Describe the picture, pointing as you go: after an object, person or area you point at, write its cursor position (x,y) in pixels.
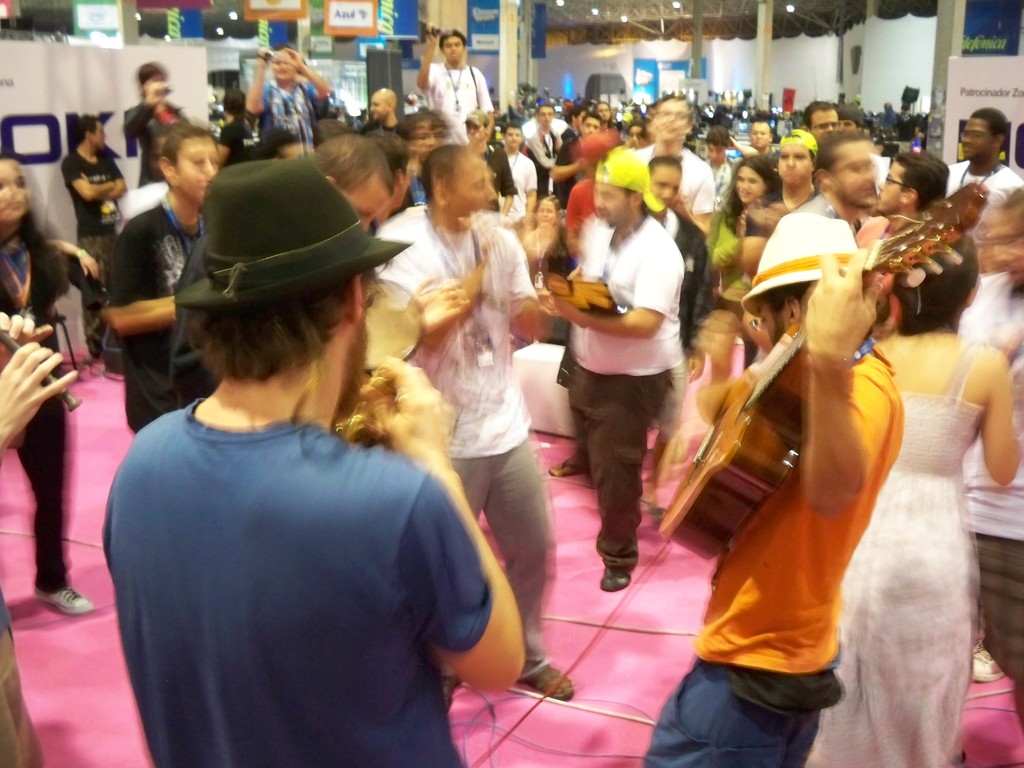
In this picture we can see a group of people (796,607) standing on the floor (564,641), guitar (713,422), caps (299,197), cameras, posters (191,23), pillars (932,78), lights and some objects (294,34) and in the background (203,71) we can see the wall (786,48).
